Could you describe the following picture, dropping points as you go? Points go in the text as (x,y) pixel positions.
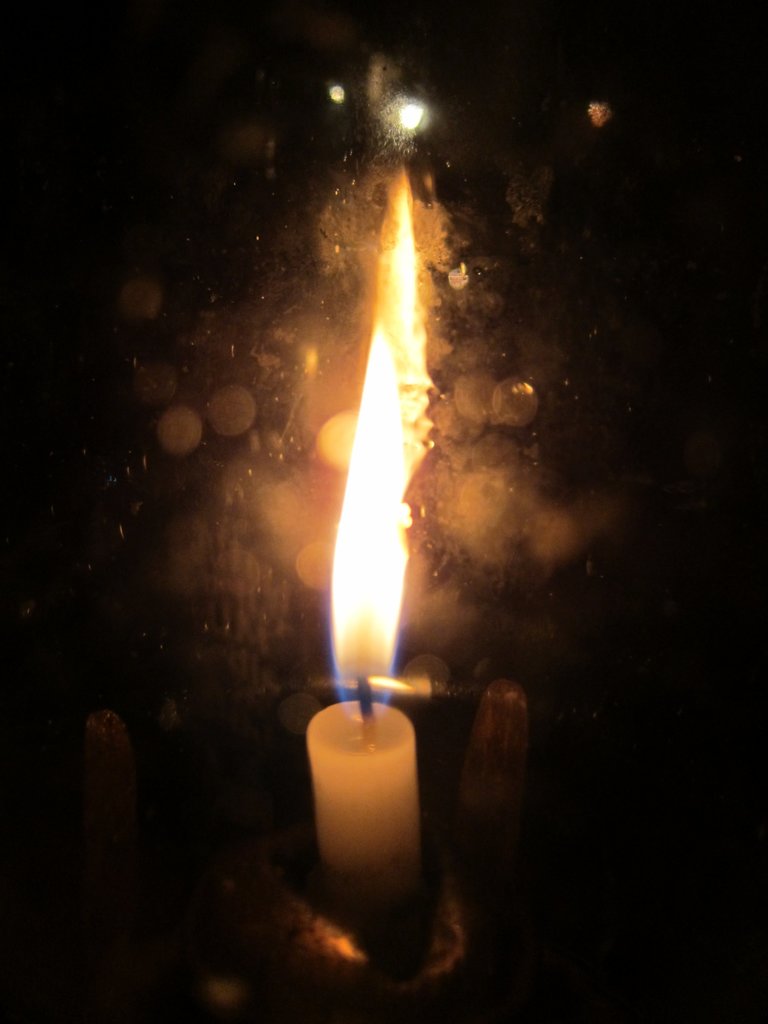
In this image I can see a white color candle (367,730) and fire (395,518). Background (649,189) is in orange and black color.
